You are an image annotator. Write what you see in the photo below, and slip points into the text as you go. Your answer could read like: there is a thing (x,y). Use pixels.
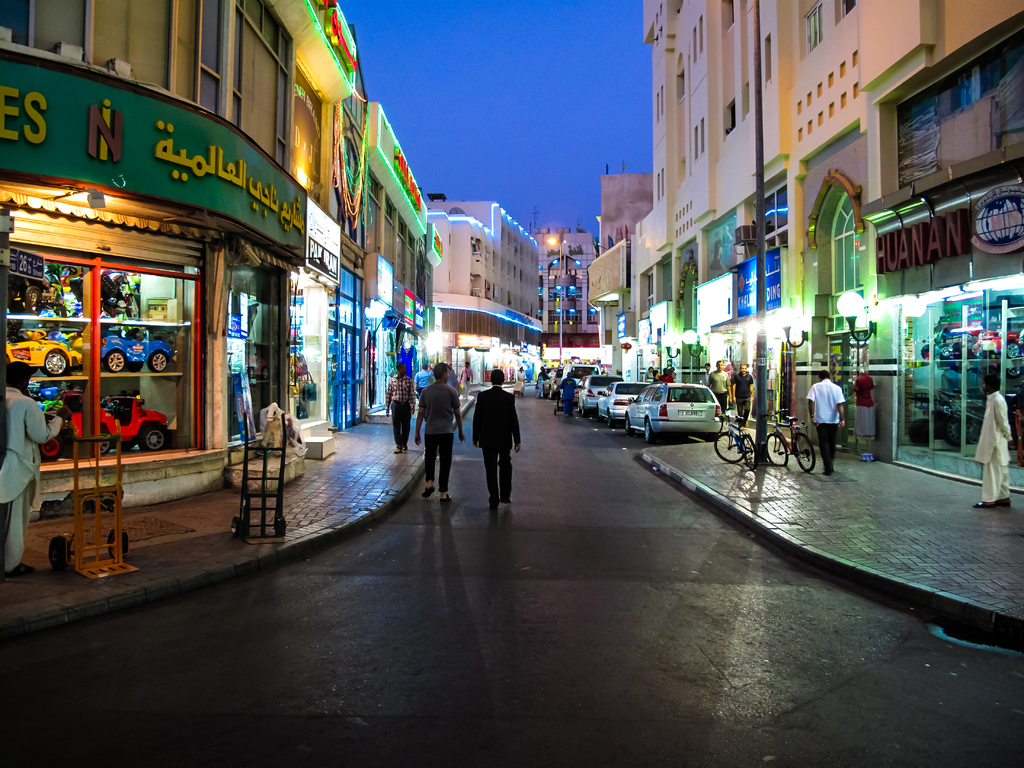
In the image I can see people (509,482) are walking on the ground (641,490). I can also see buildings (347,377), boards (244,202), bicycles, lights (847,303) on walls (828,308) of a buildings (837,292), toys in a shop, poles (761,441) and some other objects (255,526) on the ground (384,426). In the background (506,123) I can see vehicles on the road (573,555) and the sky (551,126).
